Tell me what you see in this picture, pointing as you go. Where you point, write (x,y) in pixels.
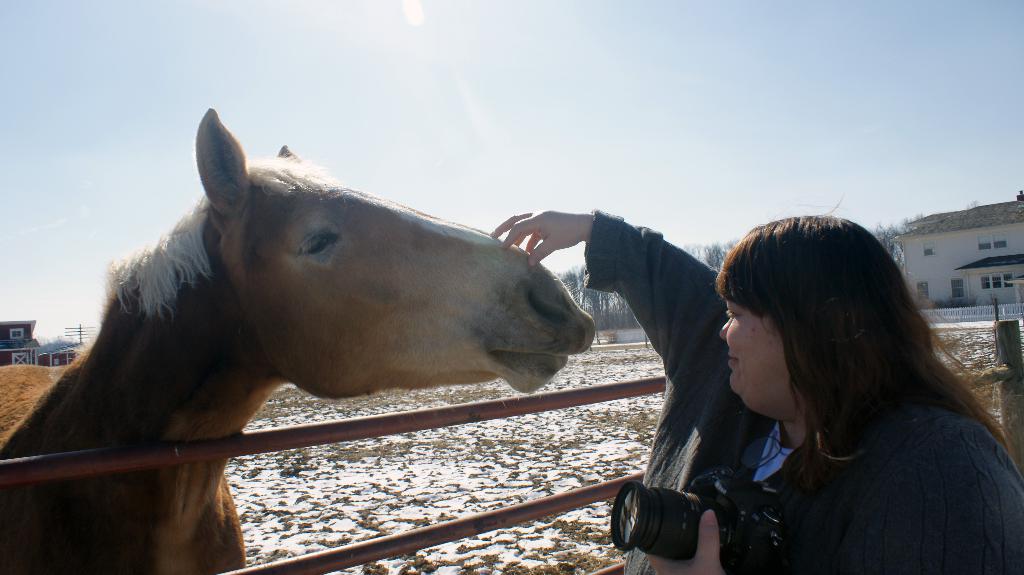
Here we can see a woman (741,316) standing and smiling, and holding a camera (740,543) in her hands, and in front (183,309) here is the horse (251,274), and at above here is the sky (433,52).
